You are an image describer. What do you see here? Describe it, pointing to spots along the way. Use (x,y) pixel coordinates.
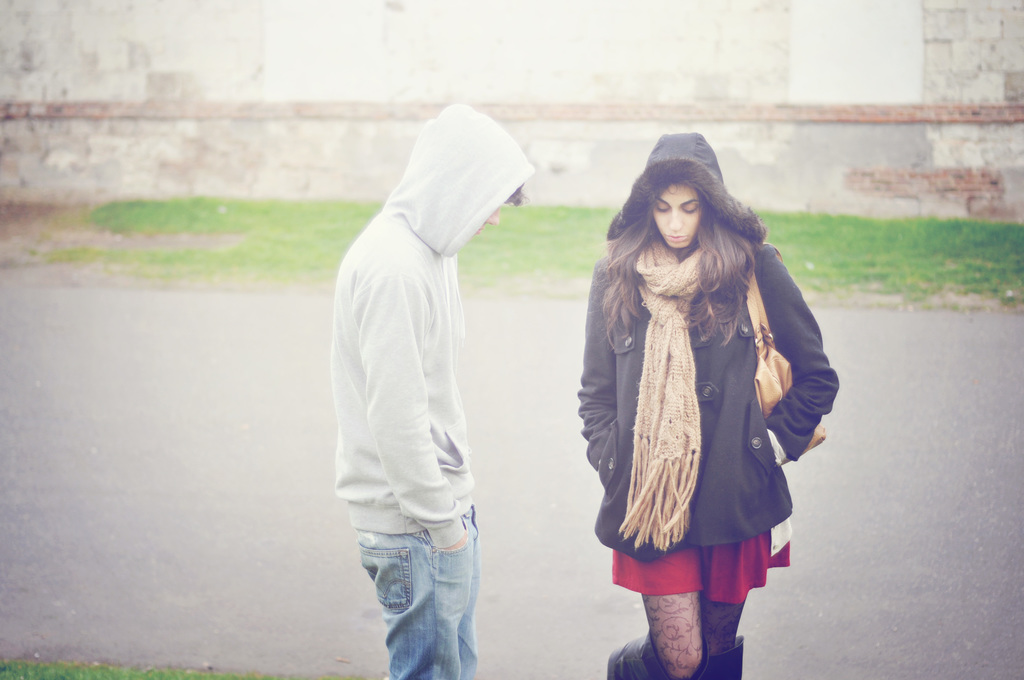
In this picture, we can see two persons (589,376), ground (563,271) with grass (584,222), road (252,414), and the wall (9,79).
